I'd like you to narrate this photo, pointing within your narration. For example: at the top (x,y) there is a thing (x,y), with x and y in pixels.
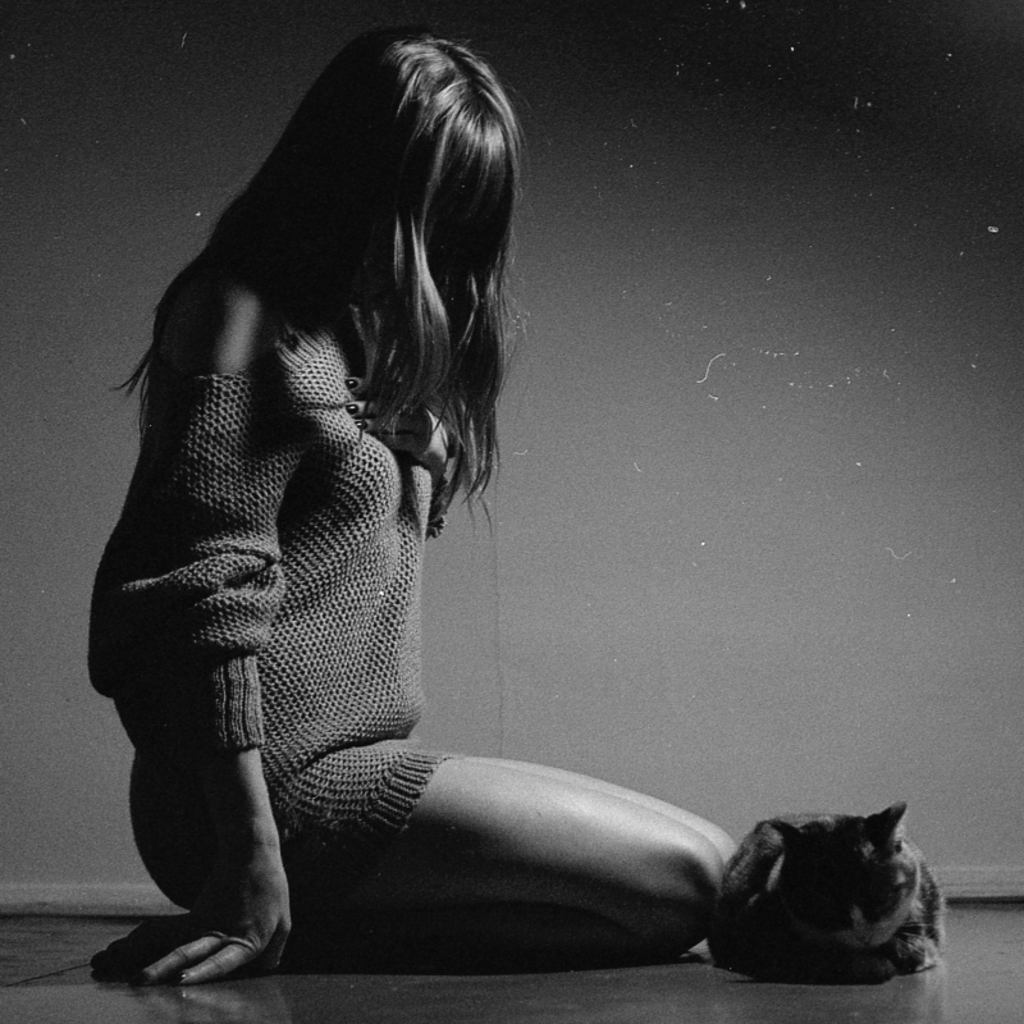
In this picture a girl (263,441) wearing a sweatshirt (345,577) is sitting on the floor (308,989) and a cat (852,899) is sitting on the floor (713,965).
